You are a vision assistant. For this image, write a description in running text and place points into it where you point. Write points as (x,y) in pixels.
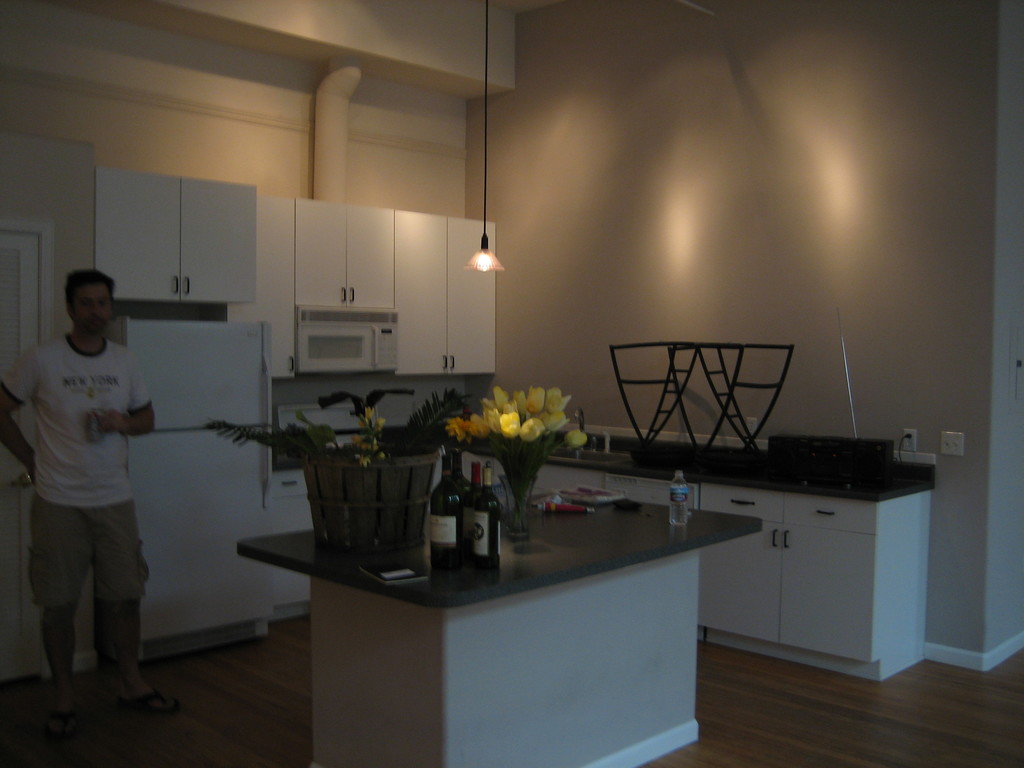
In this image, we can see a kitchen platform (652,549), table (587,550), bottles (490,522), few things (354,446), oven (338,348) cupboards (464,298), refrigerator (255,509) and wall (560,299). Here we can see a light (479,269). Left side of the image (83,457), we can see a person (115,562) is standing on the wooden floor (172,712) and holding some object (93,423). Here there is a door (35,300).
